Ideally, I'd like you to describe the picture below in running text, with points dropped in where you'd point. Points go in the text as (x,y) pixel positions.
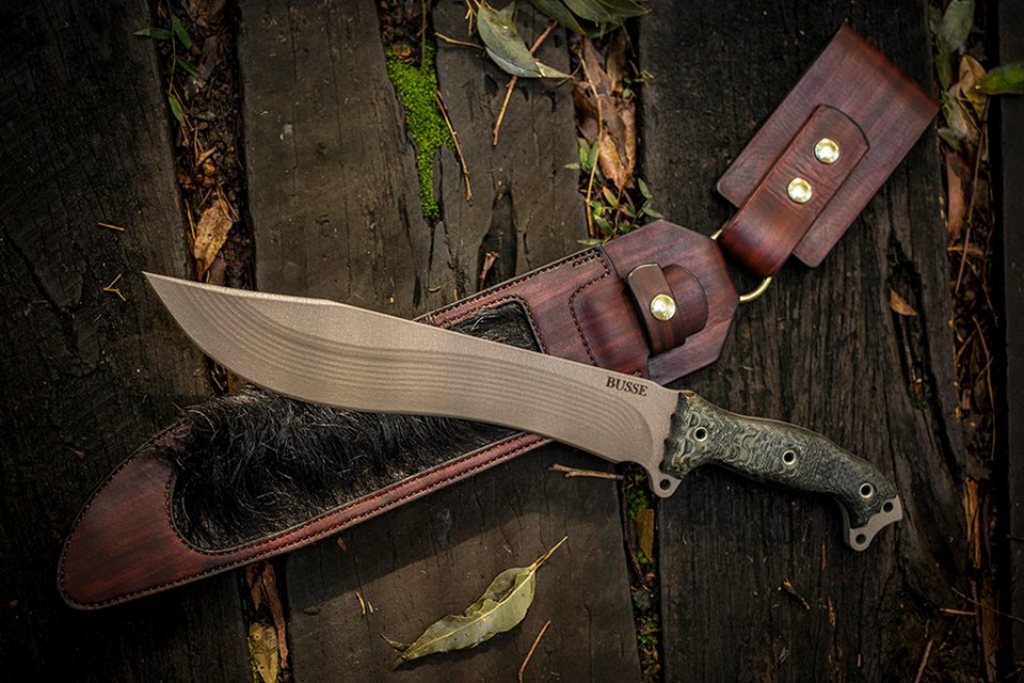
In the center of the image (457,367) we can see knife (369,319), knife holder (129,509) are there. In the background of the image (419,257) we can see wood (356,131) and dry leaves (490,611) are there.
